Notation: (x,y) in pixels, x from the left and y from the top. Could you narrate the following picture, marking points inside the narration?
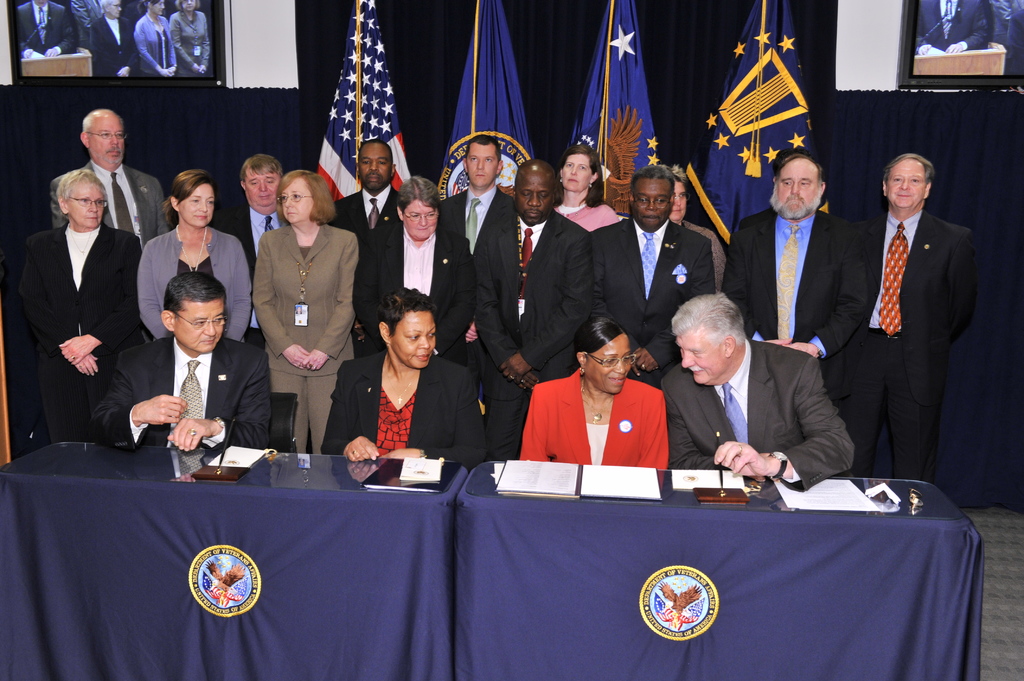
In this picture we can see a few people (395,434) sitting on the chair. We can see some people (567,345) are standing at the back (825,269). There are a few papers (500,473), glass objects (93,468) and other objects (216,475) are visible on the tables (535,535). There are logos (203,578) and some text (222,610) is visible on the blue clothes (169,606). We can see a few flags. There are some screens (107,33). We can see a few people (953,34) on these screens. There are clothes (411,142) visible in the background (216,96).
